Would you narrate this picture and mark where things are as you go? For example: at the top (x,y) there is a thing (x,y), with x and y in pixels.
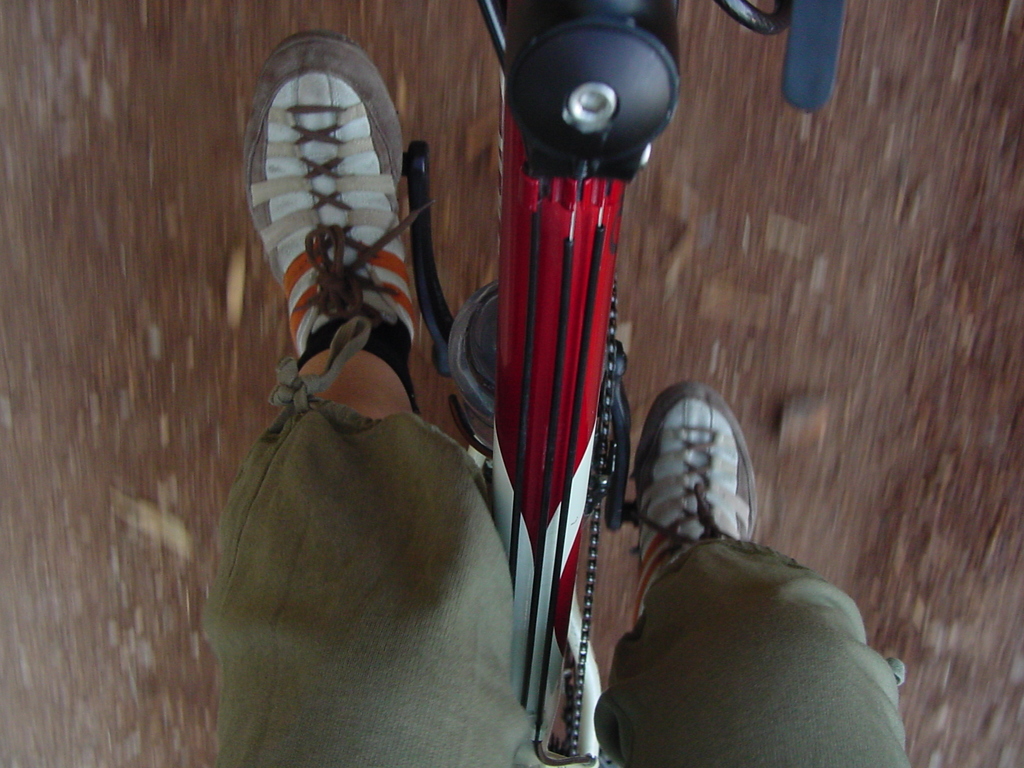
There is a person (412,307) riding a cycle (551,467). In the background (91,214) it is blurred.
